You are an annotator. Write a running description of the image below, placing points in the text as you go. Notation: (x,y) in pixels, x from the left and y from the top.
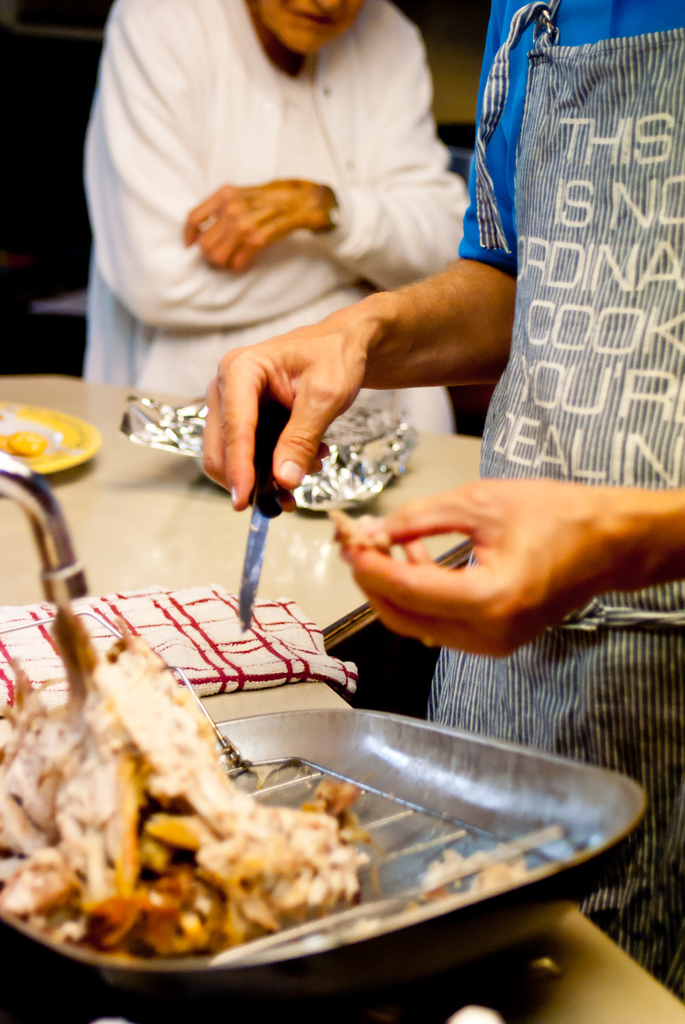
In this image I can see the tray (399,775) with food (208,777). To the side I can see the cloth (55,666) and some objects (45,513) on the brown color surface (195,566). To the right (472,580) I can see two people (365,249) with white, blue color dress (303,164) and one of them is holding the knife (246,553).
